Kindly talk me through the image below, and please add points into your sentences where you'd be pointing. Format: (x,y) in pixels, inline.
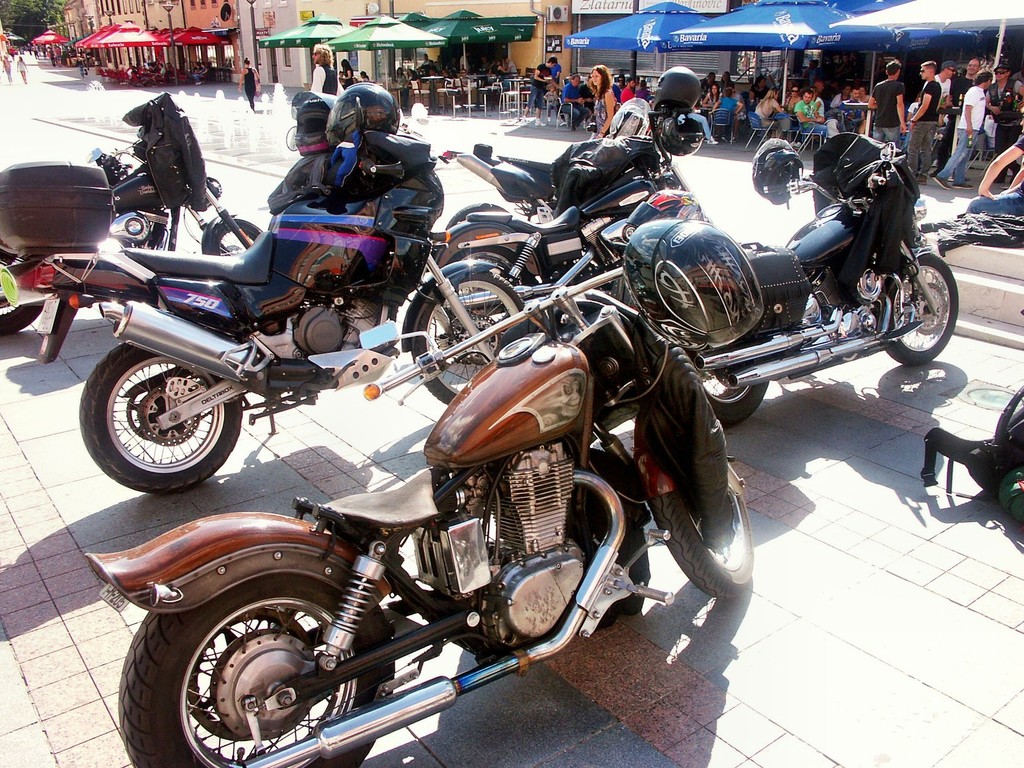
In the foreground of the image (594,153) there are bikes (451,362) on the road (864,574). In the background of the image (468,25) there are stalls (428,19). There are people (545,96) sitting on chairs (446,94). There are buildings (363,11), trees (20,10).
